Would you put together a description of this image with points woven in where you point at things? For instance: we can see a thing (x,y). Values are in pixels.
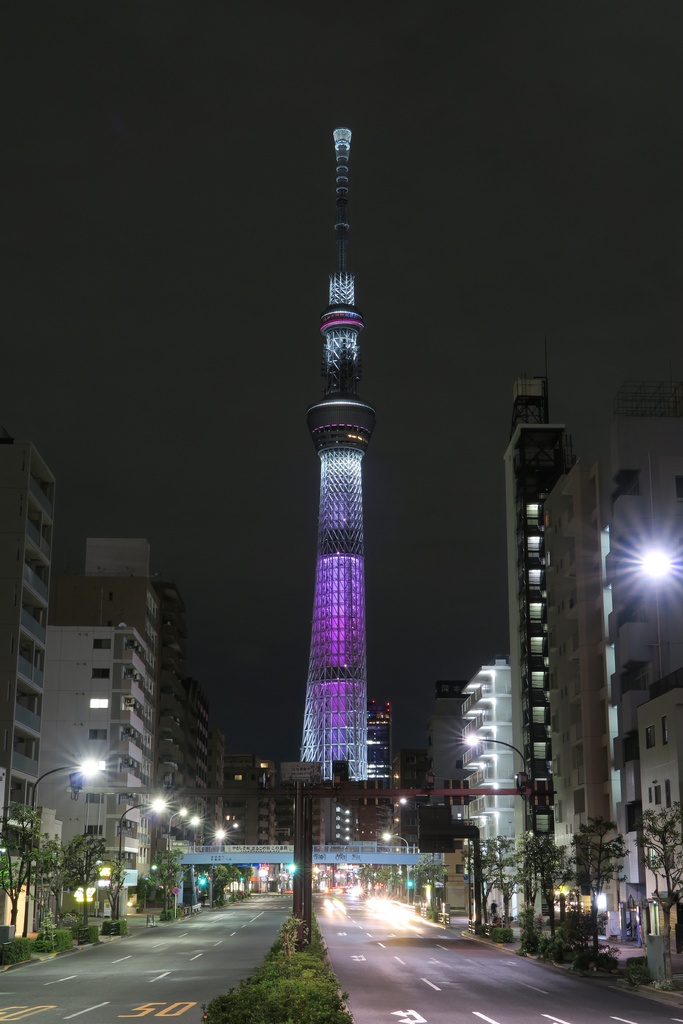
In this image on the right side (582,647) and left side (79,687) there are some buildings (621,752), poles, trees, street lights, traffic signals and in the center (355,404) there is one tower (339,667). At the bottom (341,957) there is road (345,906) and some plants (322,947), and at the top (533,156) there is sky (469,156).
